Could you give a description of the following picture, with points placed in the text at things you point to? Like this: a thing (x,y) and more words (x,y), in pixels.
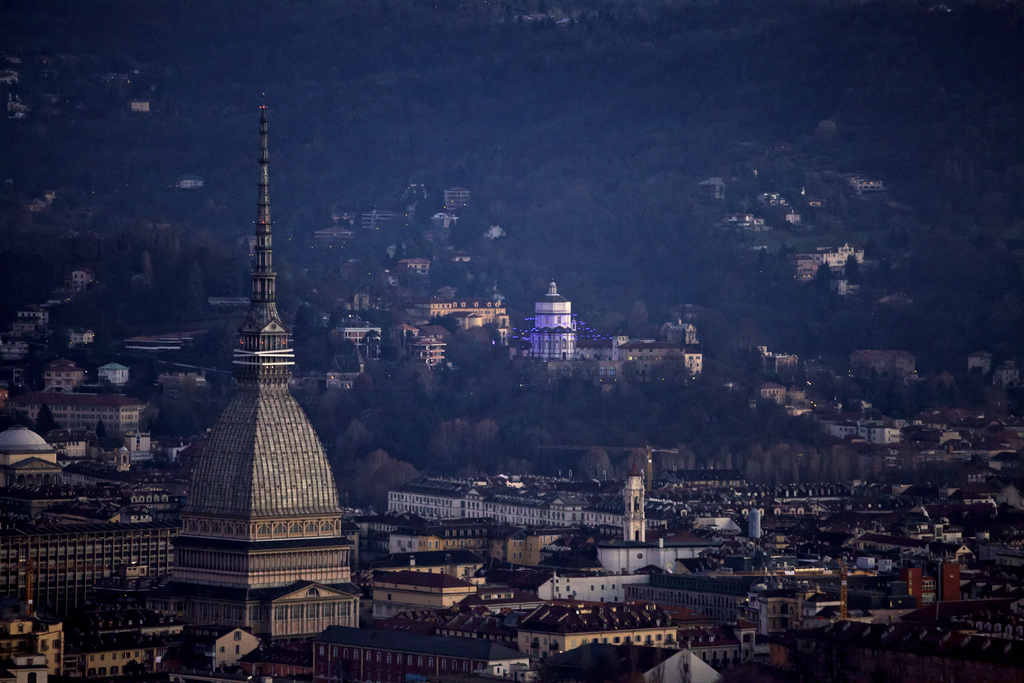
In this image we can see a group of buildings (652,548) and a group of trees (709,407).
